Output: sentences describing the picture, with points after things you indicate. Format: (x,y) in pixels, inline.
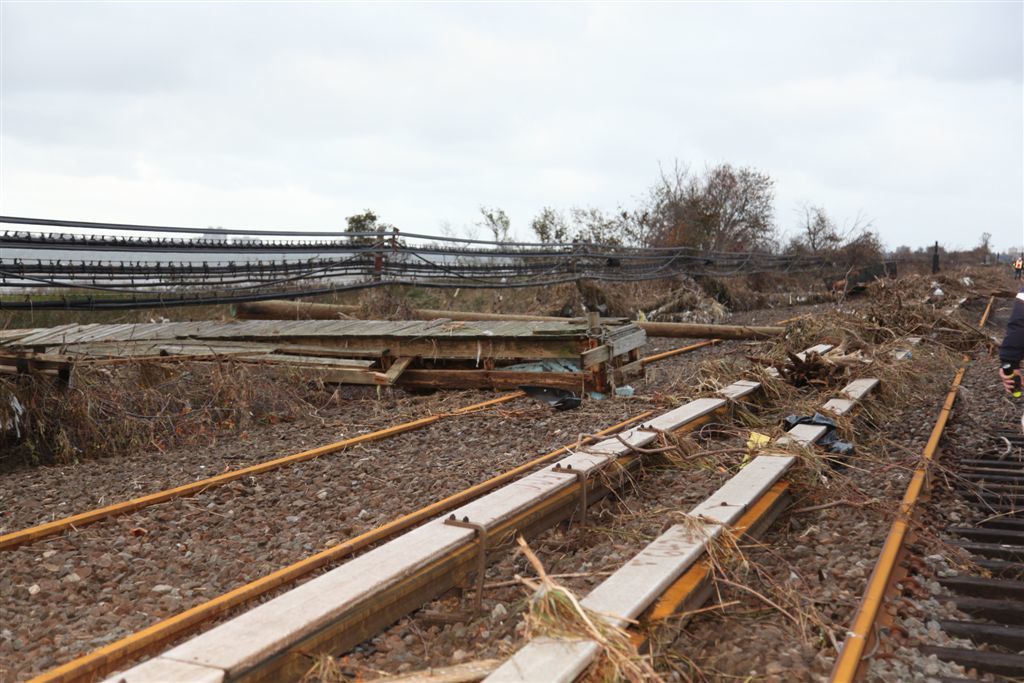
There is a railway track (483,519) at the bottom of this image (604,559). There is a fencing (373,252) and some trees (666,239) are present in the background (449,249). There is a sky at the top of this image (437,124).
